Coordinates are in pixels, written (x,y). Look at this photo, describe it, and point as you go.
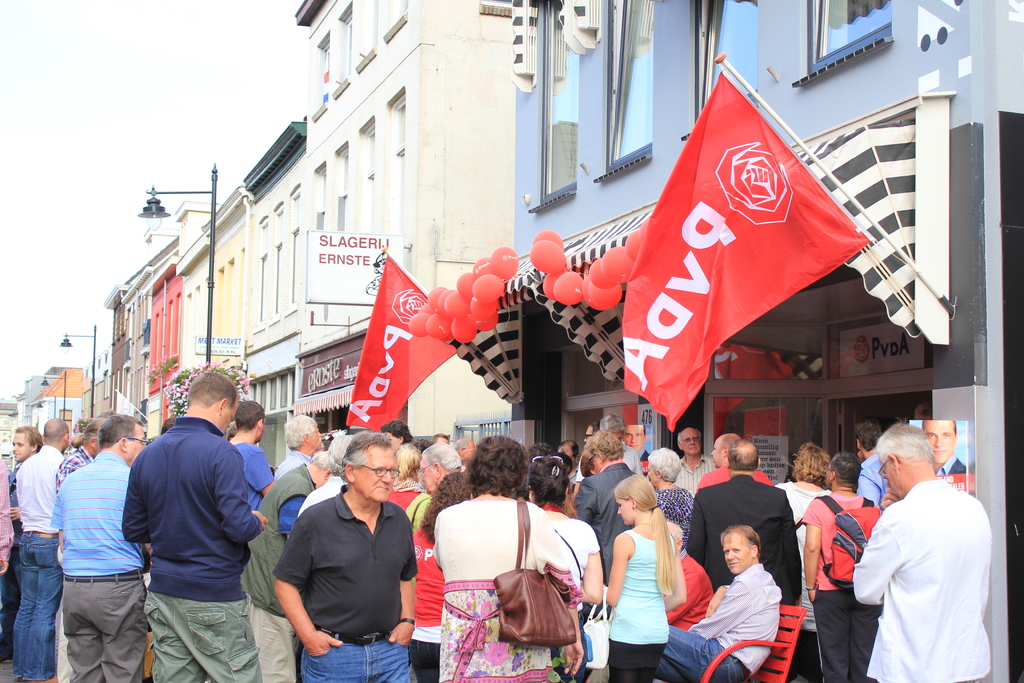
This picture shows some buildings (17,413) in row and we see few people (150,571) are standing outside the building (454,271) and couple of them are seated and we see balloons (549,233) and flags (788,164) hanging.
